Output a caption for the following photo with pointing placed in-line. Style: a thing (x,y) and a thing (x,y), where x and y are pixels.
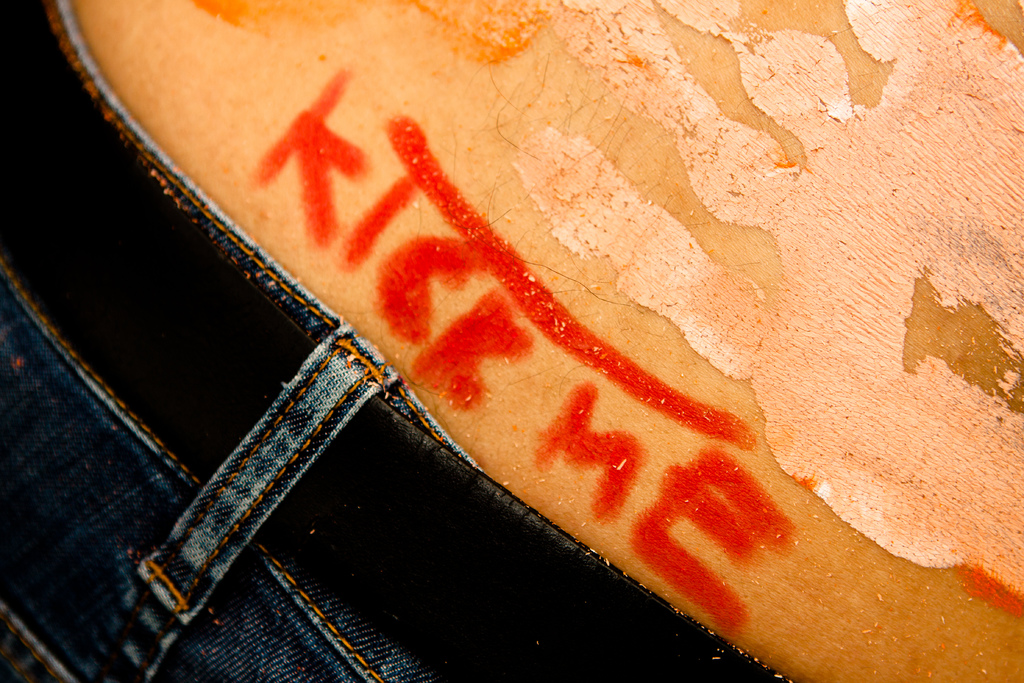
In this image I can see a person (505,418) and a text (703,507). This image is taken may be during a day.
